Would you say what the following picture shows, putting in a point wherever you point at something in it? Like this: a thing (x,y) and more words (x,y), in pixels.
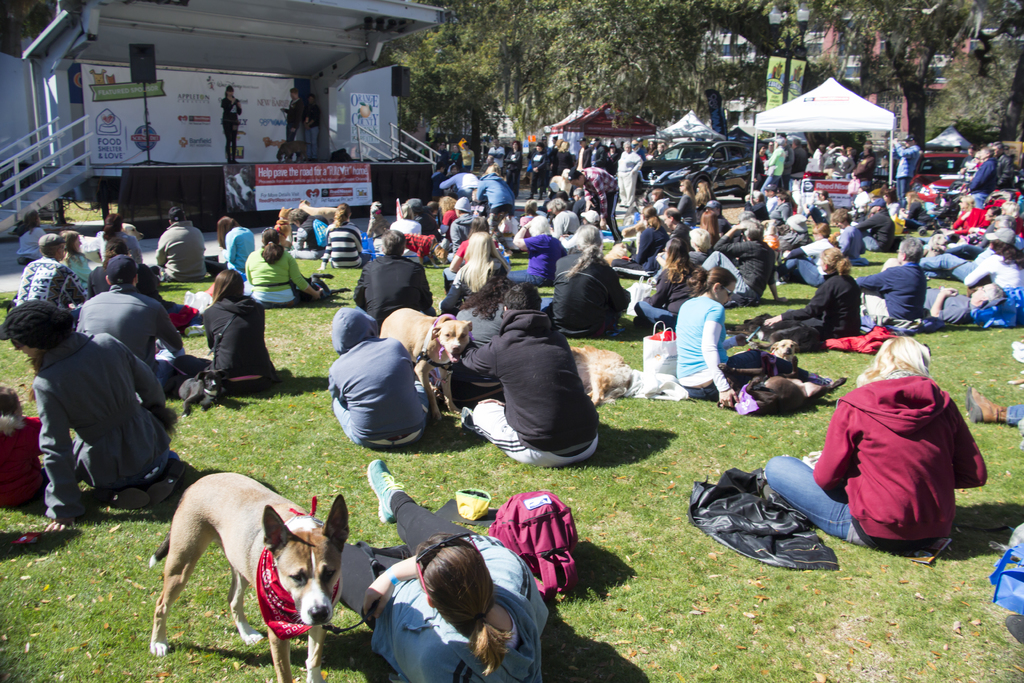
In this image I can see number of people (1004,152) are sitting on ground (1009,396), I can also see few dogs (333,206) with them. In the background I can see a woman (229,157) is standing and here I can see a speaker (135,74). I can also see number of trees (552,50), a building (841,43) and few tents (793,121).
